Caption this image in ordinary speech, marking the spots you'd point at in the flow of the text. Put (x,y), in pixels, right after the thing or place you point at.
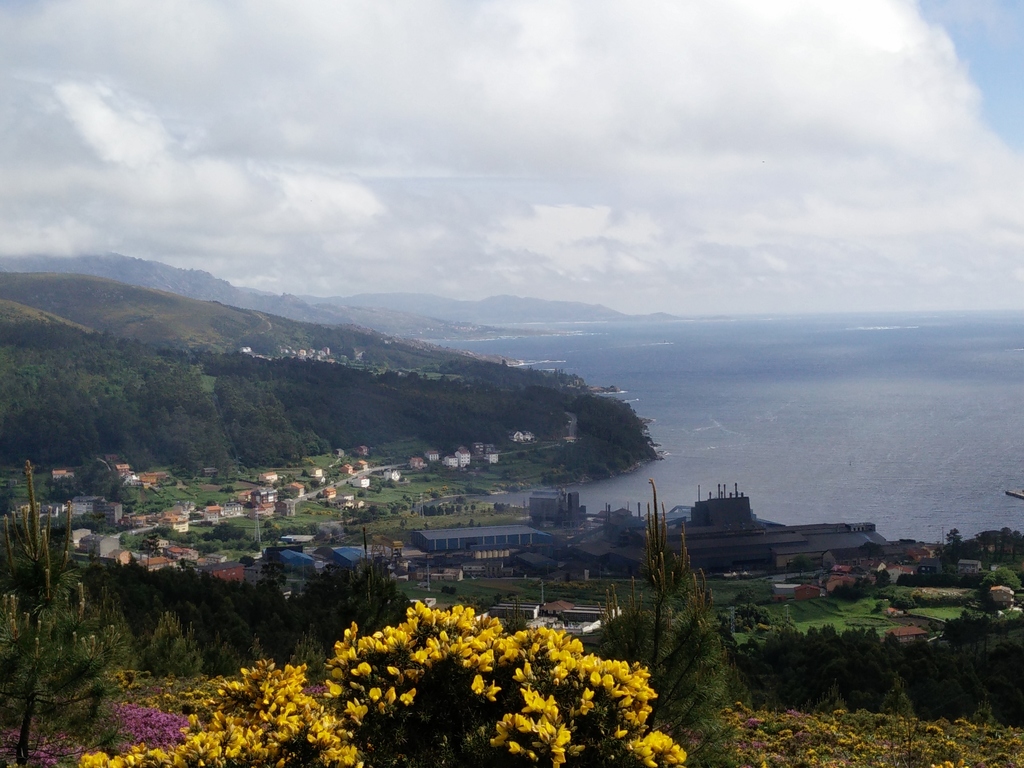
In this image we can see many hills (581,448), houses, buildings (233,562), trees (417,427) and plants (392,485). There are flowers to the plants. There is a grassy land (818,613) in the image. There is a blue and cloudy sky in the image. There is a sea (819,417) in the image.
